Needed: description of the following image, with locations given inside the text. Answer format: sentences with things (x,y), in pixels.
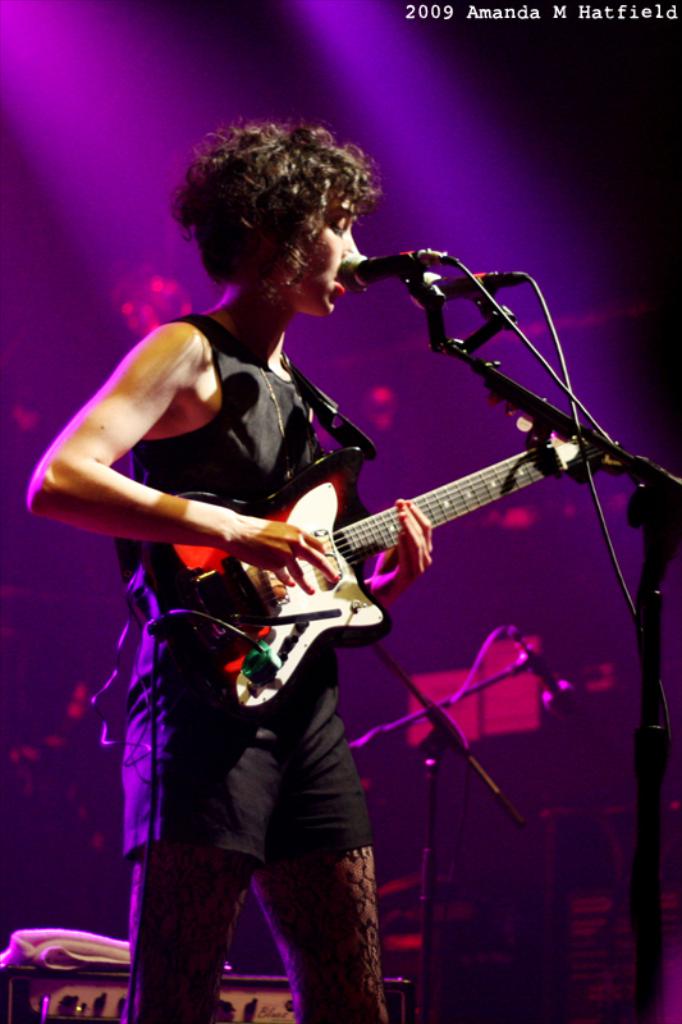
In the picture we can see a person (220,514) wearing black color dress (213,472) standing and playing guitar (326,629), there is microphone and in the background of the picture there are some other objects (542,693).
